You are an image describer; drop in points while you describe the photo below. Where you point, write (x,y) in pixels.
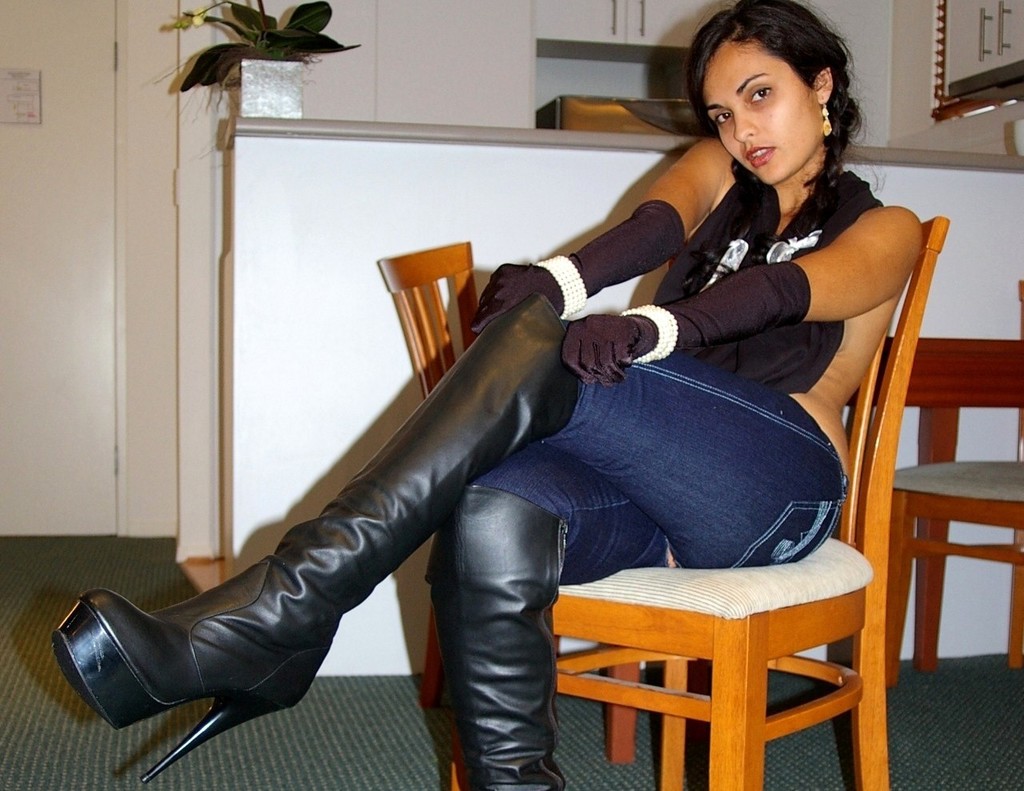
In this image i can see a woman (570,504) sit on the chair (738,607) and her mouth (757,161) is open, back side of her there is a table (339,143), on the table (414,137) there is a flower pot (256,65) and there are some leaves (193,80) on the flower pot (278,65) and left side (59,364) i can see a door (54,352). On the right side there is another table (938,403) kept on the floor (959,736).
